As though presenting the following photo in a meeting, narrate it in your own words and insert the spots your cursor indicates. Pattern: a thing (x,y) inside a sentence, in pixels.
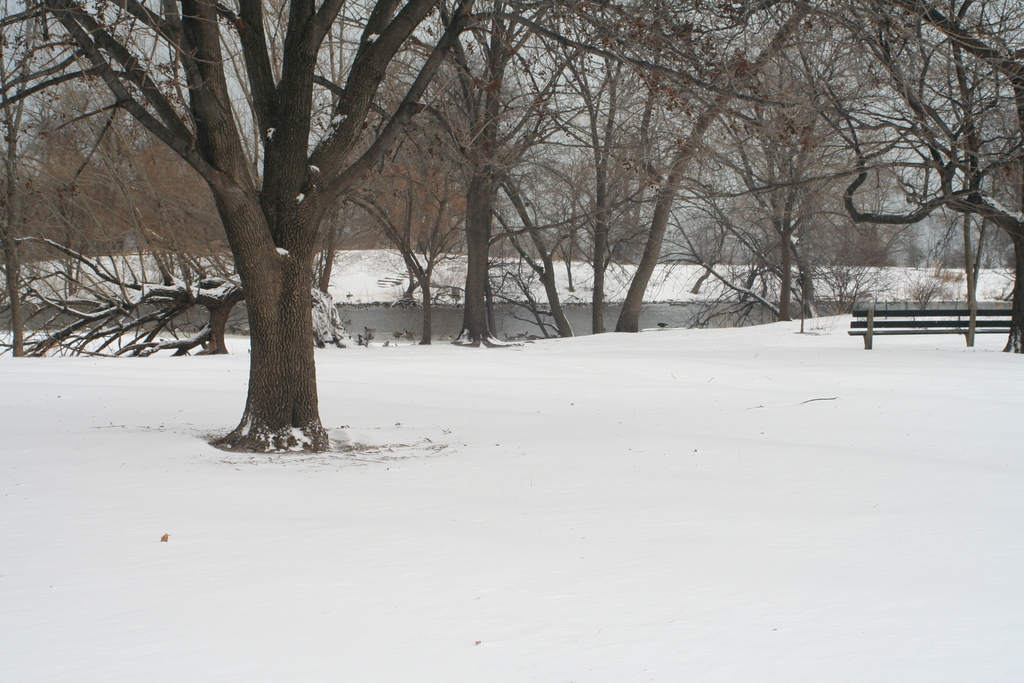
In this image in the center (654,254) there are some trees (945,232), and on the right side of the image (931,324) there is a bench (897,334) and at the bottom (169,500) there is snow (740,502).
